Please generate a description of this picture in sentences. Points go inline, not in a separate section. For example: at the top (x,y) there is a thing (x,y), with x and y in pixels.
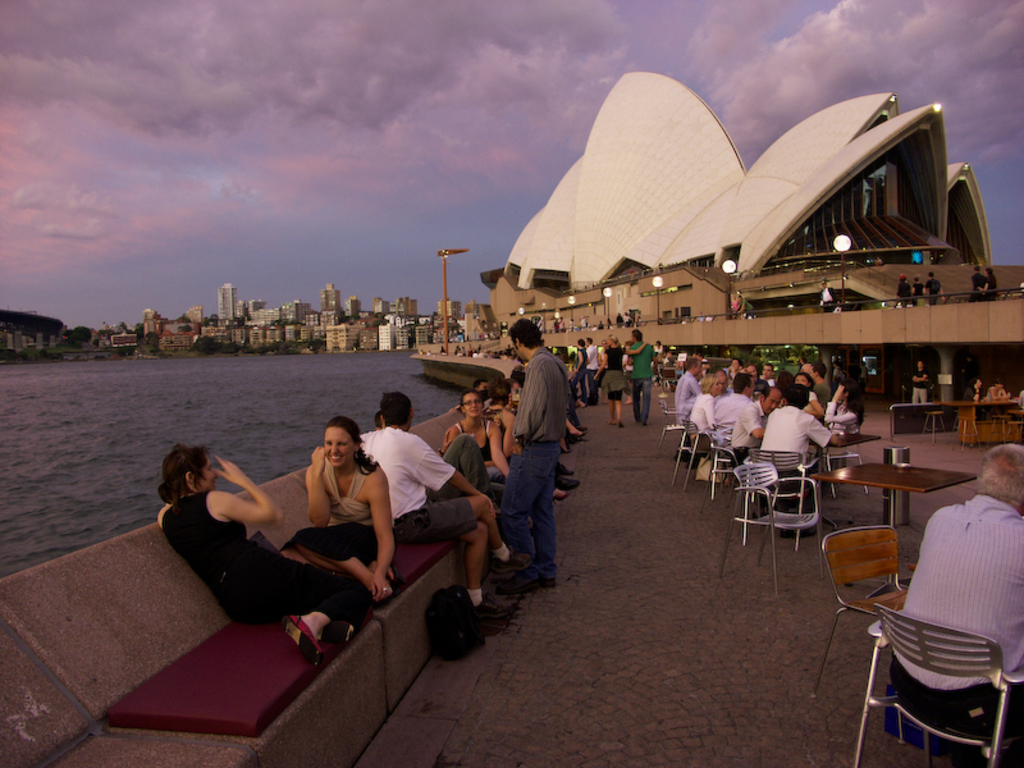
This image describes about group of people (492,467) few seated on the chair (907,656) and few are standing, in the background (286,389) we can see water (237,420), couple of buildings (334,333) and couple of lights (571,305).
